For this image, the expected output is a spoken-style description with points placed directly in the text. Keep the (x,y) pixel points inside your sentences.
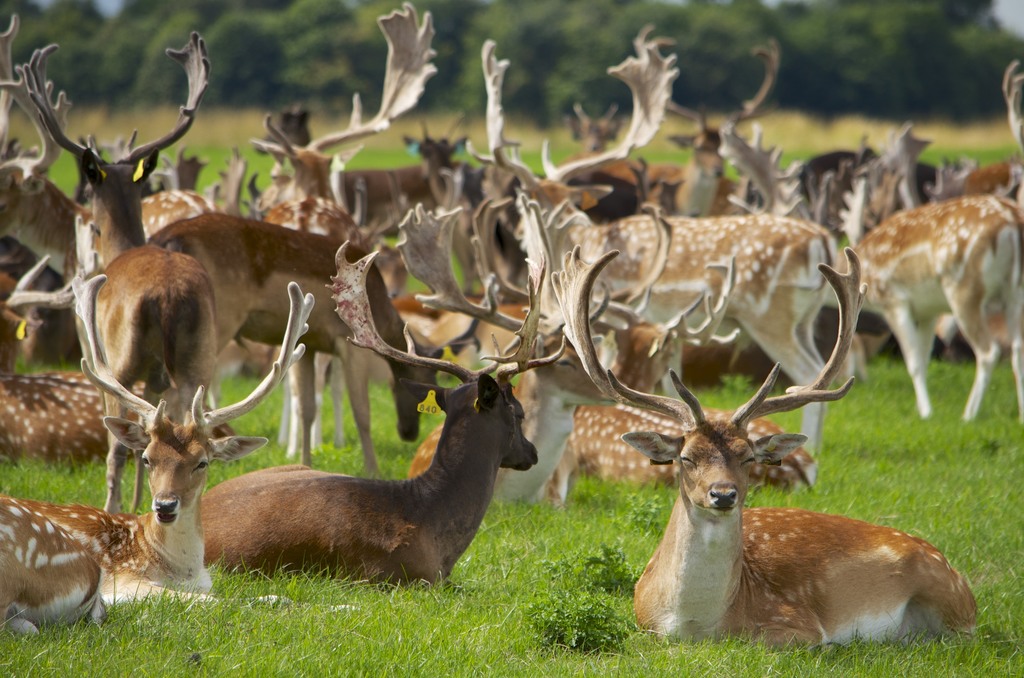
In this picture I can see many deer (525,458) who are standing and sitting on the grass (505,543). And some deer (682,262) are eating the grass (348,419). In the background (974,125) I can see many trees (529,89), plants (560,89) and open land (897,123). In the top left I can see the sky (107,2).
